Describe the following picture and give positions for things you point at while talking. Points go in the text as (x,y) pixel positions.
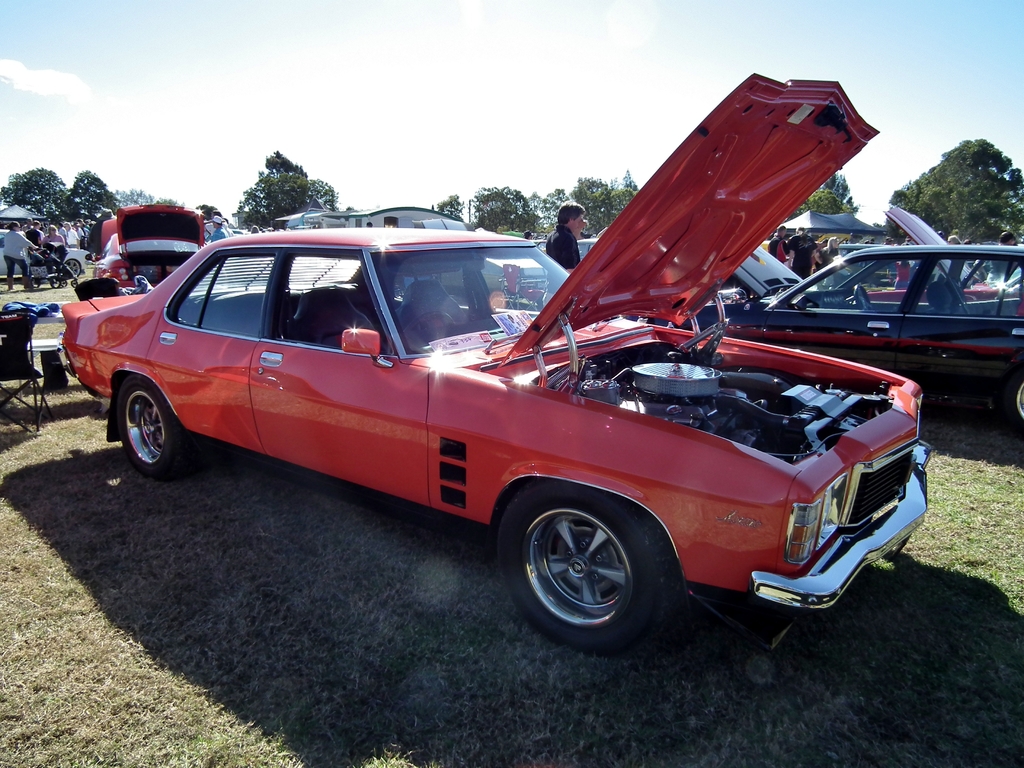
In the center of the image (474,337) there are cars (582,281) and we can see people (61,226). In the background (31,188) there are trees (517,194) and sky (458,130). At the bottom (376,692) there is grass (408,691).
